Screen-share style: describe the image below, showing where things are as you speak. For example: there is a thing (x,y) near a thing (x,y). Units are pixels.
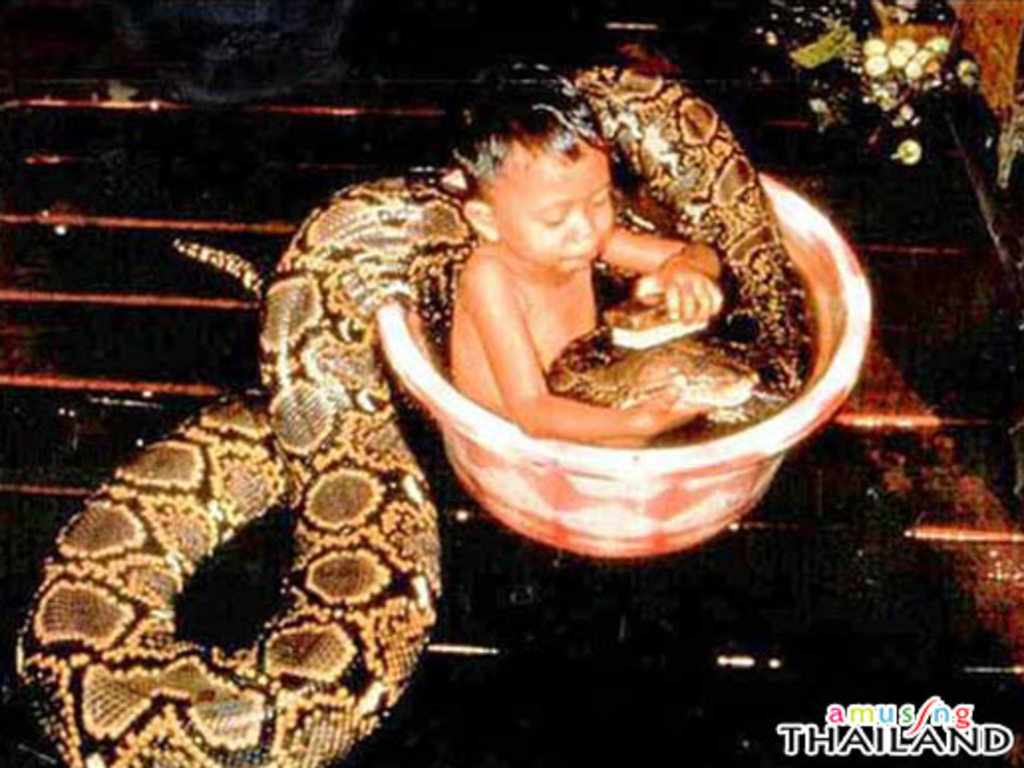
In this image there is a kid (584,235) sitting in a tub (822,324) and there is a snake (396,538), in the bottom right (900,715) there is text (896,726).
